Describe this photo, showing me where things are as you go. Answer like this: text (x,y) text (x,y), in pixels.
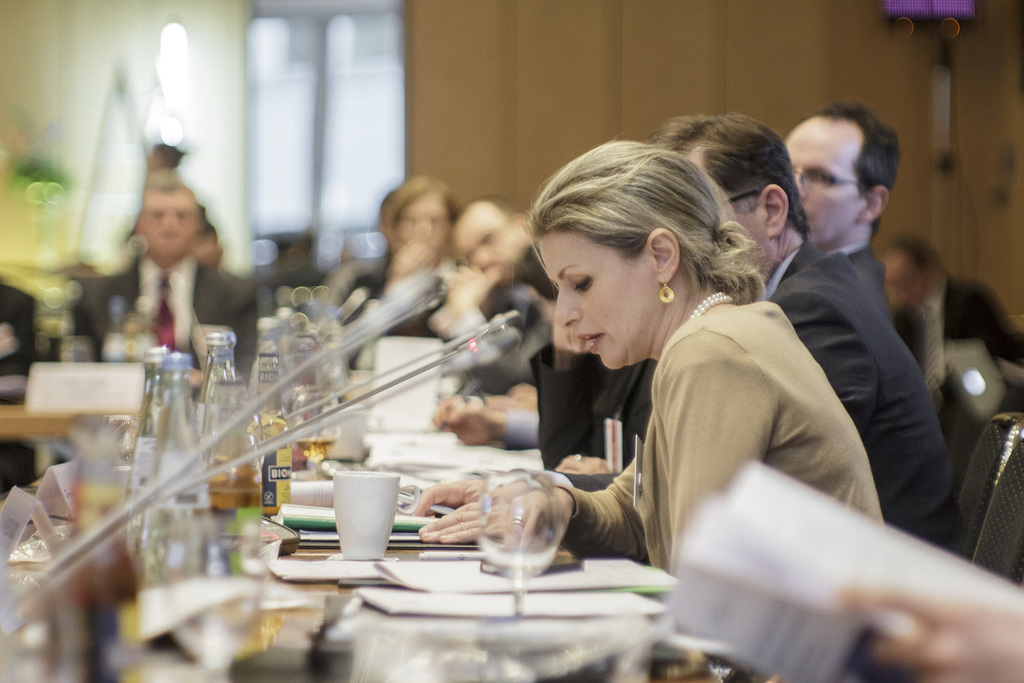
In this image I can see a group of people (603,490) are sitting on a chair (983,506) in front of a table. On the table (341,561) I can see there are few glass bottles (257,473), cups (340,502) and other objects (294,483) on it.
